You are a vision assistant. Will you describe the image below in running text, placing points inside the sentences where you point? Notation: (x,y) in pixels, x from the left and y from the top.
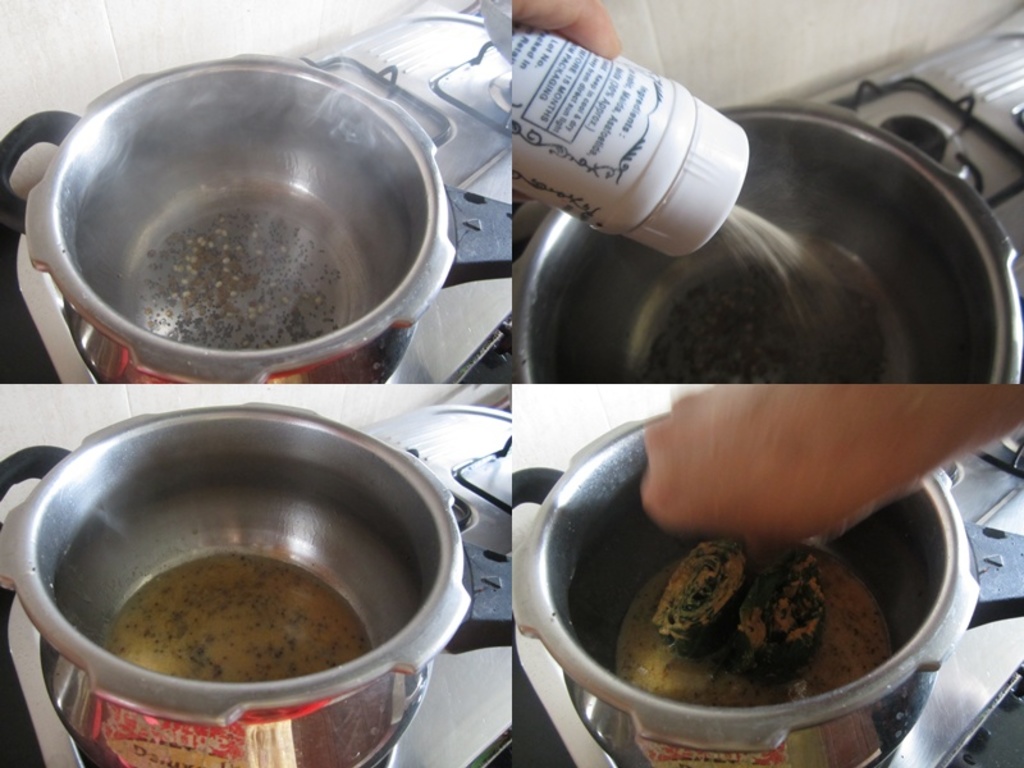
This is a collage image. We can see some containers (507,257) with food (747,601) and the gas stove (455,75). In the second part of the image, we can see a person's finger (603,25) holding an object (647,87). In the fourth part of the image, we can see a person's hand (771,546) holding some food item (753,636).
